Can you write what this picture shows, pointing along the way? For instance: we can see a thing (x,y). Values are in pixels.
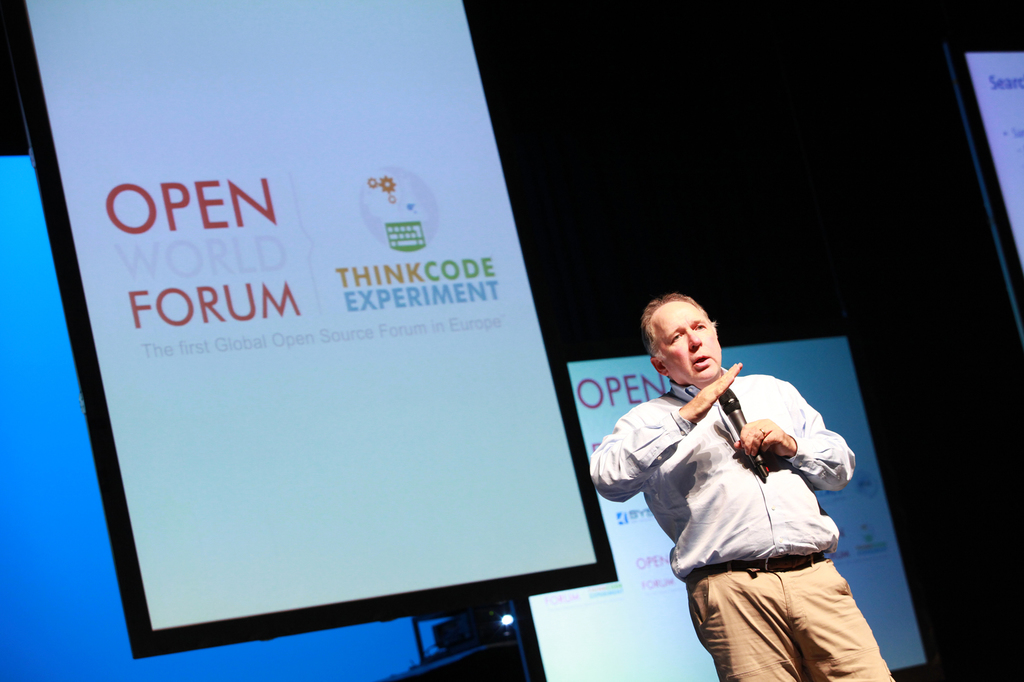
In this image there is a person (748,493) standing and talking, there is a person (760,523) holding microphone (731,417), there are screens (359,284), there is text (261,255) on the screen (252,294), there is a projector (473,631) on the surface (479,660), there is a screen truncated towards the left of the image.
